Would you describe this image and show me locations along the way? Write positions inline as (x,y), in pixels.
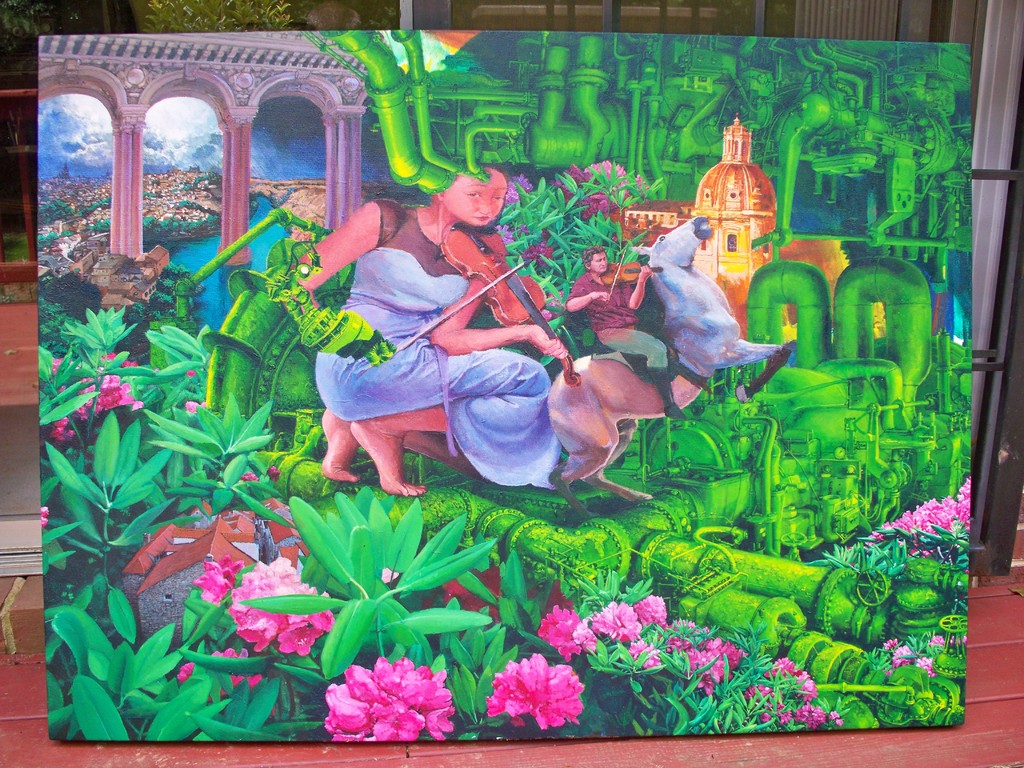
In this image we can see a painting (174,186) of two persons (538,335) playing violin (505,312), a person (608,312) is sitting on the horse (681,315), there are few plants (604,628), trees (738,628), pipes (807,385), a building (722,207), a bridge (151,93), water (202,240) under the bridge (238,195), the sky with clouds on the board (241,222) and it looks like a wall (761,19) in the background (968,39).
